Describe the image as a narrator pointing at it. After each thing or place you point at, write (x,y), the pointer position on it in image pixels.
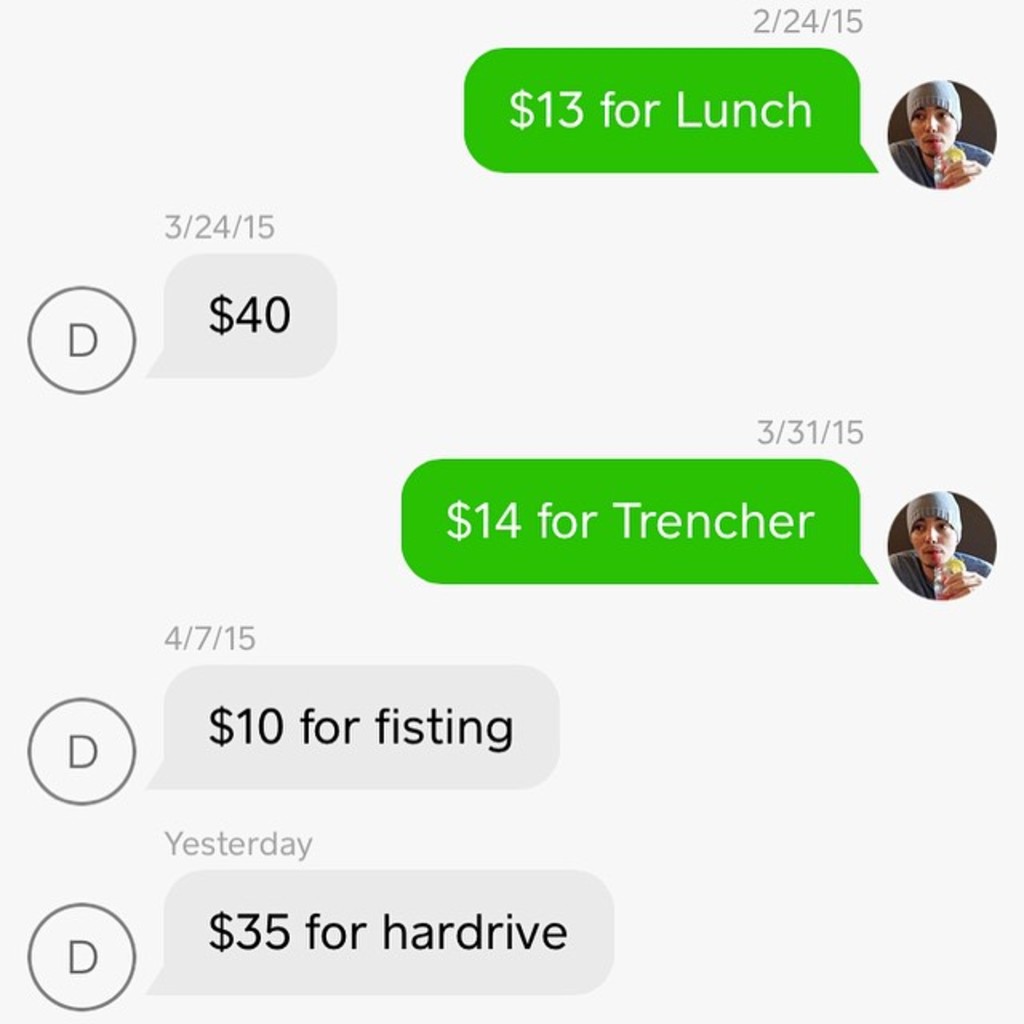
In the image there is a screenshot of a conversation (327,445).
